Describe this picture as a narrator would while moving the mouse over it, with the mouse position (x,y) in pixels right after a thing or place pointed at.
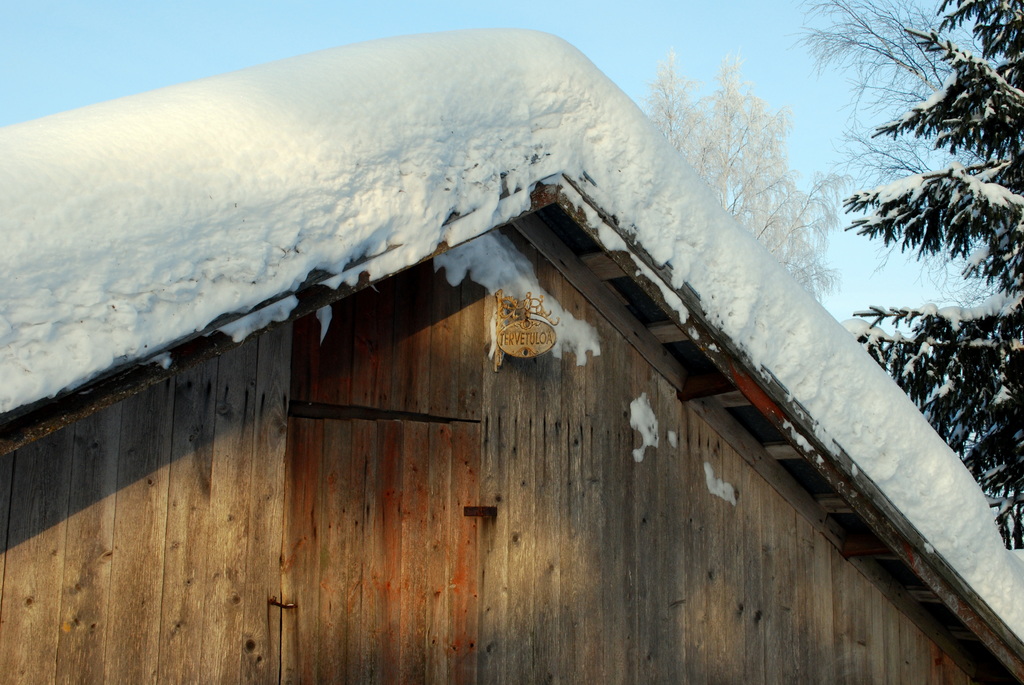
In the center of the image (549,318) there is a wooden house (555,356) with snow (458,199) on its roof top (434,229). In the background of the image (837,121) there is sky (778,75) and trees (949,54).
